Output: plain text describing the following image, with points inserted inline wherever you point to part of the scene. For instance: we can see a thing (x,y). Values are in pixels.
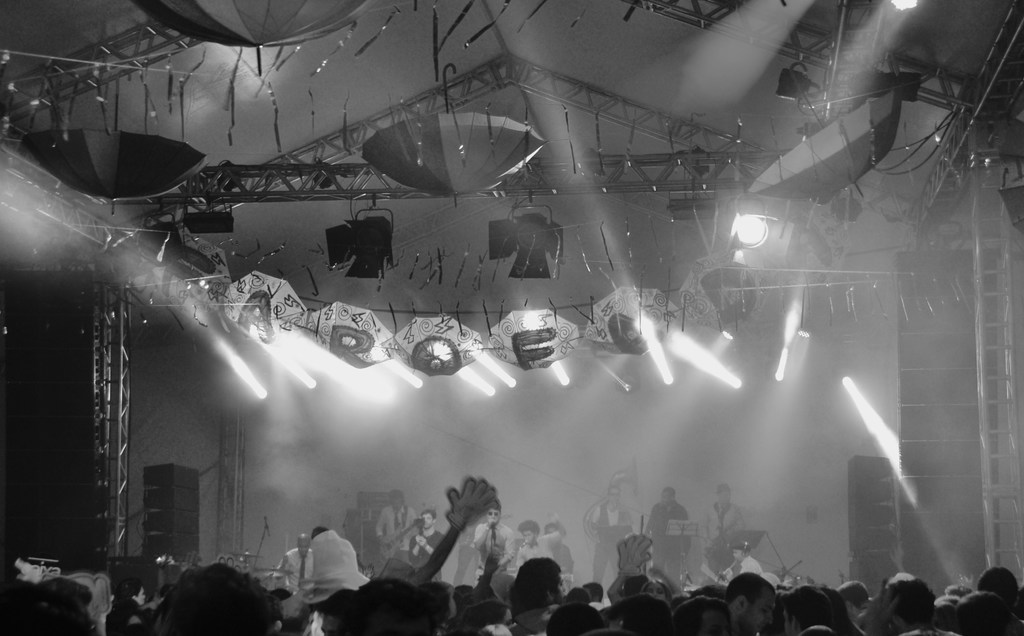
This is a black and white image. At the bottom of the image (357,576) there are few people (340,572) standing. Behind them there are few people (721,518) playing musical instruments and also there are speakers (902,550). In the background (230,539) there are rods (990,507). At the top of the image (461,62) there is a ceiling (262,92). There are many umbrellas (207,255) hanging and also there are lights (495,222).
